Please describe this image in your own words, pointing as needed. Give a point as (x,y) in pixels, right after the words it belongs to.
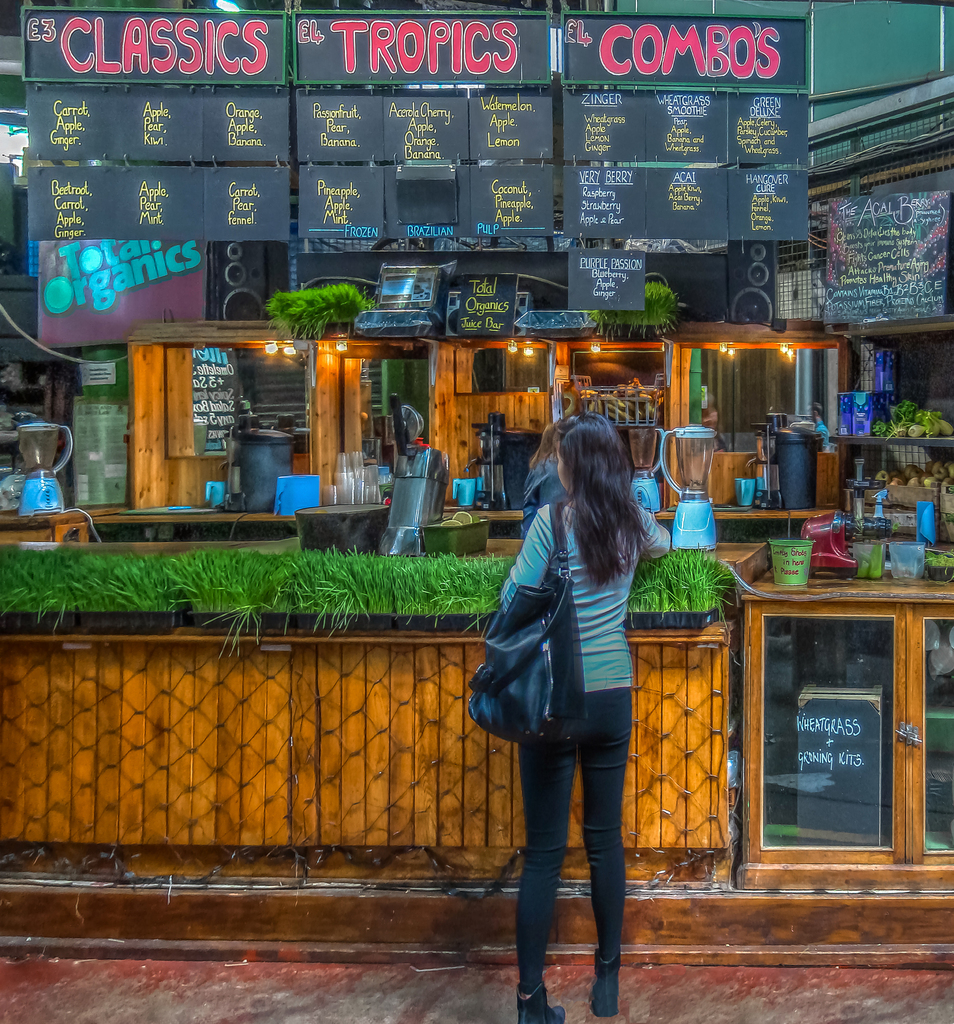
In this image I can see a stall (387,411) with vegetables (913,431). I can see a woman (542,527) standing before the stall (480,784) facing towards the back (538,453) and another woman (552,432) in the stall (512,484).
